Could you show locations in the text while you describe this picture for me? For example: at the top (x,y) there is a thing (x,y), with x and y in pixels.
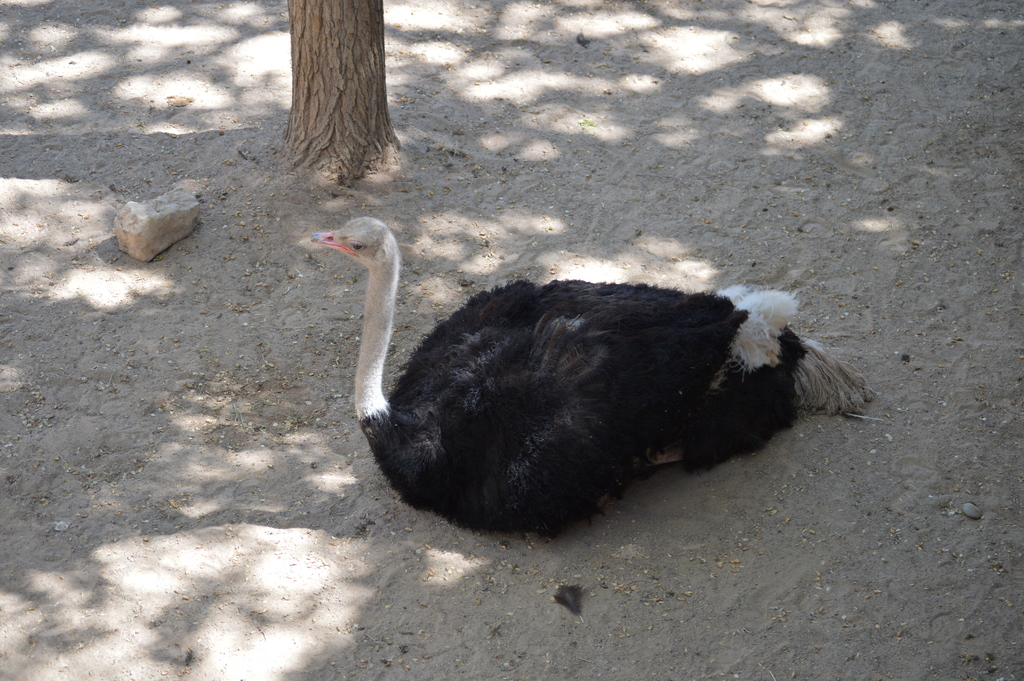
This looks like an ostrich (641,391), which is sitting on the ground (478,564). I can see a rock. I think this is a tree trunk (353,72).
